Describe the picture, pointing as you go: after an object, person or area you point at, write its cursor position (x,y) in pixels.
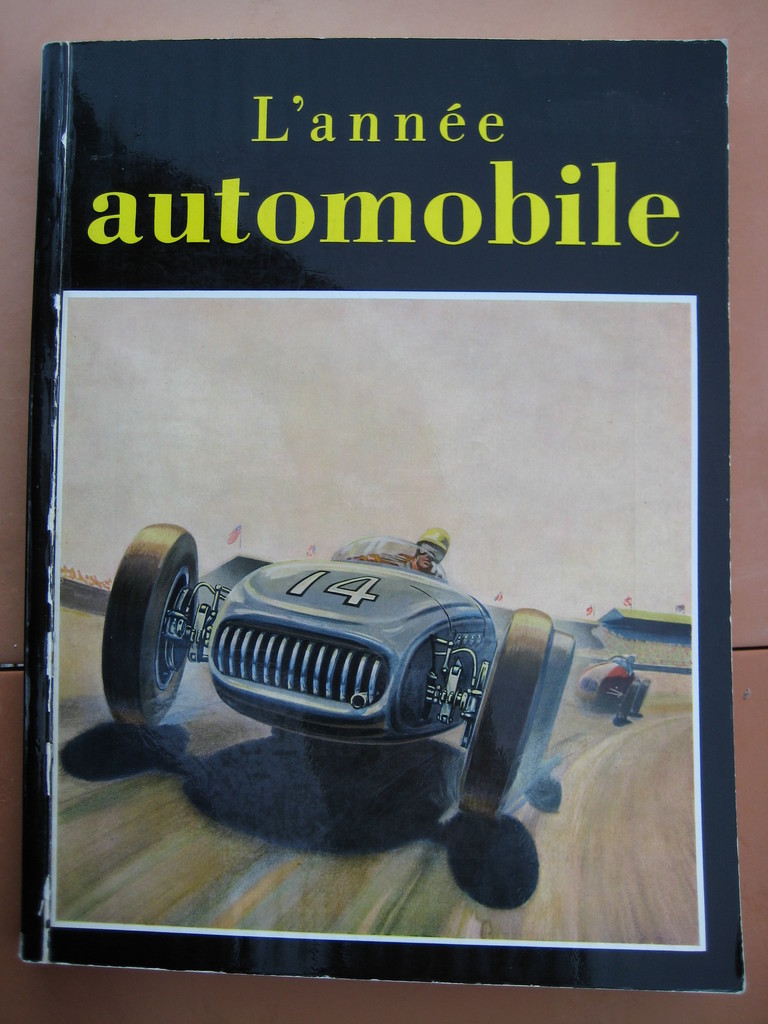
In this image we can see a book (499,843). On the book (444,848) we can see picture (315,712) of vehicles (244,624) and text (130,237) written on it.
